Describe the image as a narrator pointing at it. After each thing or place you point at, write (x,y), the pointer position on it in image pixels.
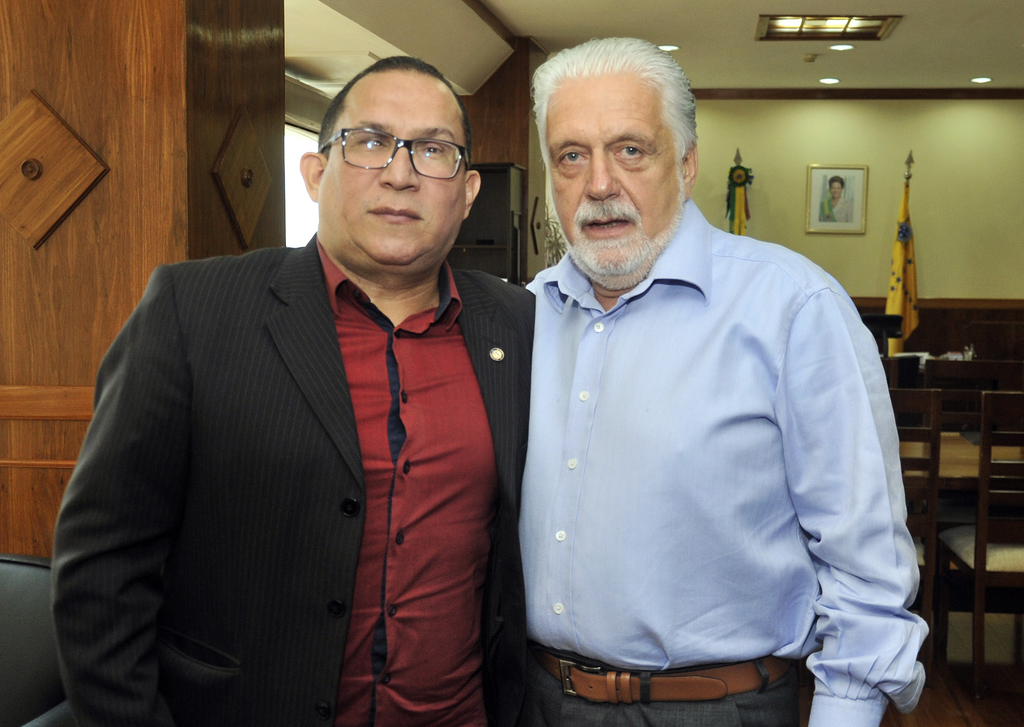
At the top (886,43) we can see the ceiling (886,43) and the lights (800,34). In the background (844,207) we can see an object (516,257), frame (860,210) on the wall (939,253), flags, chairs (975,533) and a table (969,449). On the left side (242,37) we can see the wooden wall (41,347) and a black object (39,574). In this picture we can see the men (315,520) standing and among them a man (397,561) on the left side (338,536) wore spectacles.
